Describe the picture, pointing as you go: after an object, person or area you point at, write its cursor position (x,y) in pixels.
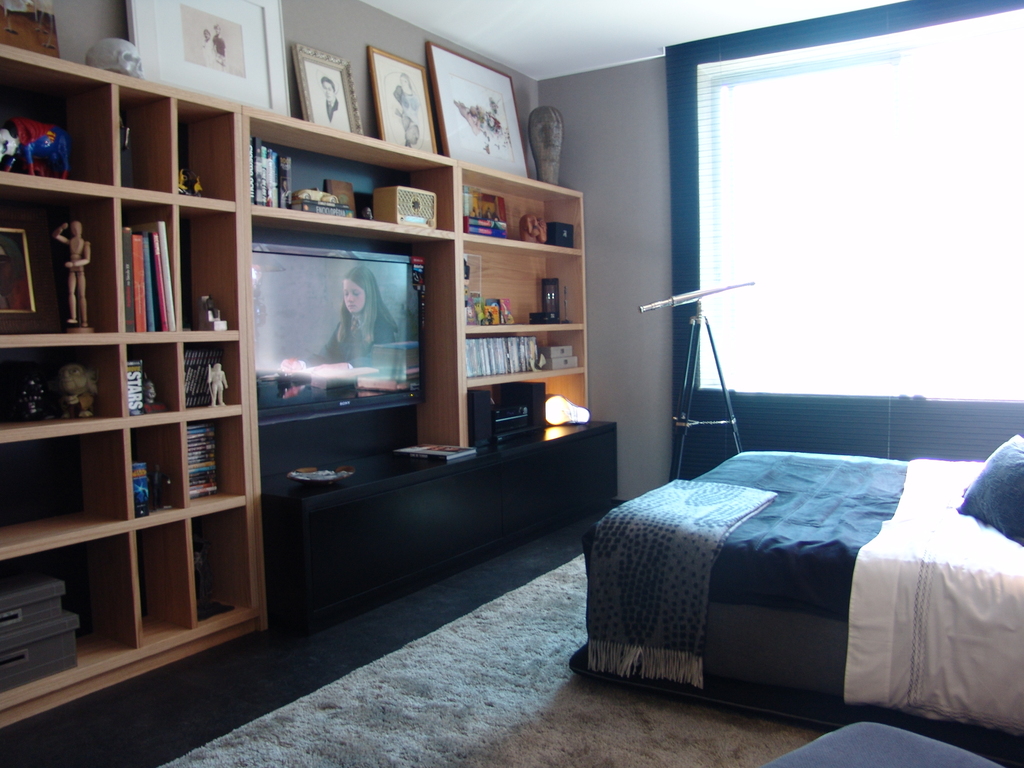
This is an image clicked inside the room (748,657). On the right side of the image (833,605) there is a bed (812,590). On the left side of the image (69,425) there is a rack (138,454). Few books (163,313), toys (76,253), frames (50,277) and television (371,359) are placed in it. On the top of the rack (193,117) there are some frames (205,65).
